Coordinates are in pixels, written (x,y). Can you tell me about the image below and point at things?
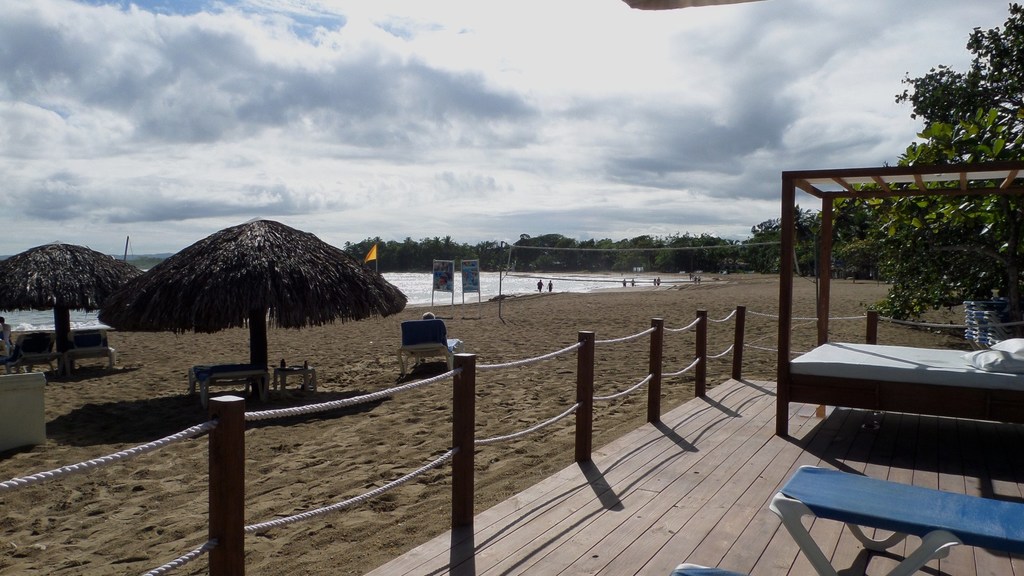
This image is taken in a beach (607,386). There is shelter (225,291) which is made up of dried leaves (256,280). Image also consists of fence (456,395), beach beds (440,352), information boards (462,284), flags (375,250) and also pillows (987,363). In the background (635,251) there are many trees (718,268). Few people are also visible and are standing on the sand (561,323). There is sky (309,86) with clouds (420,95).
